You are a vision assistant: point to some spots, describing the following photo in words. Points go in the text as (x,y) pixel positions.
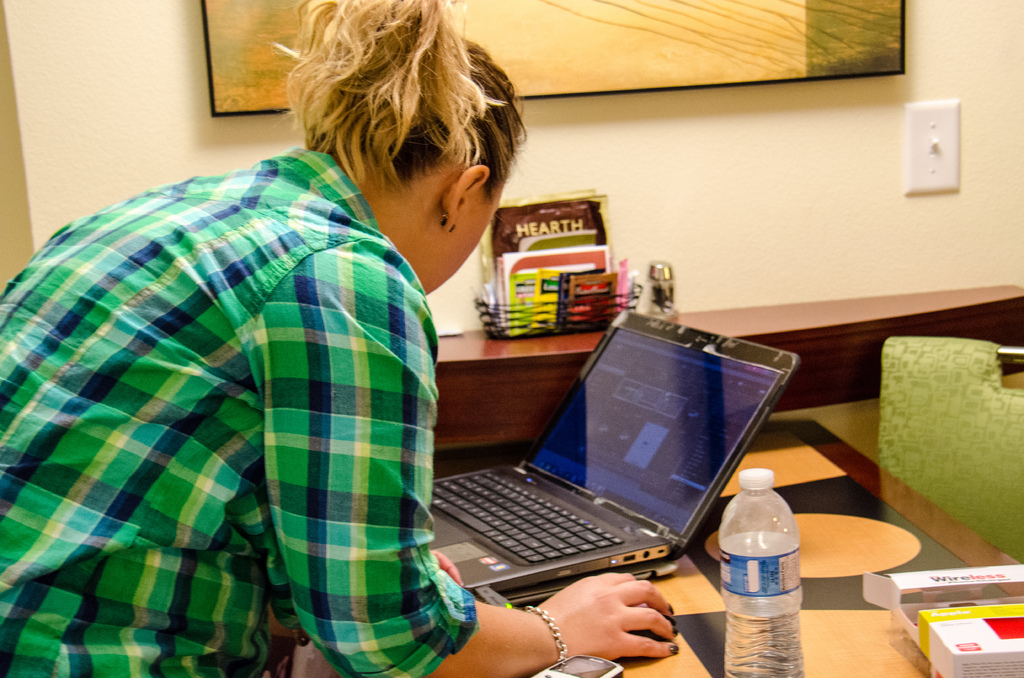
She is standing in a room (523,454). There is a table (706,547). There is a laptop (716,429), mobile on a table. We can in background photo frame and wall (839,98).
